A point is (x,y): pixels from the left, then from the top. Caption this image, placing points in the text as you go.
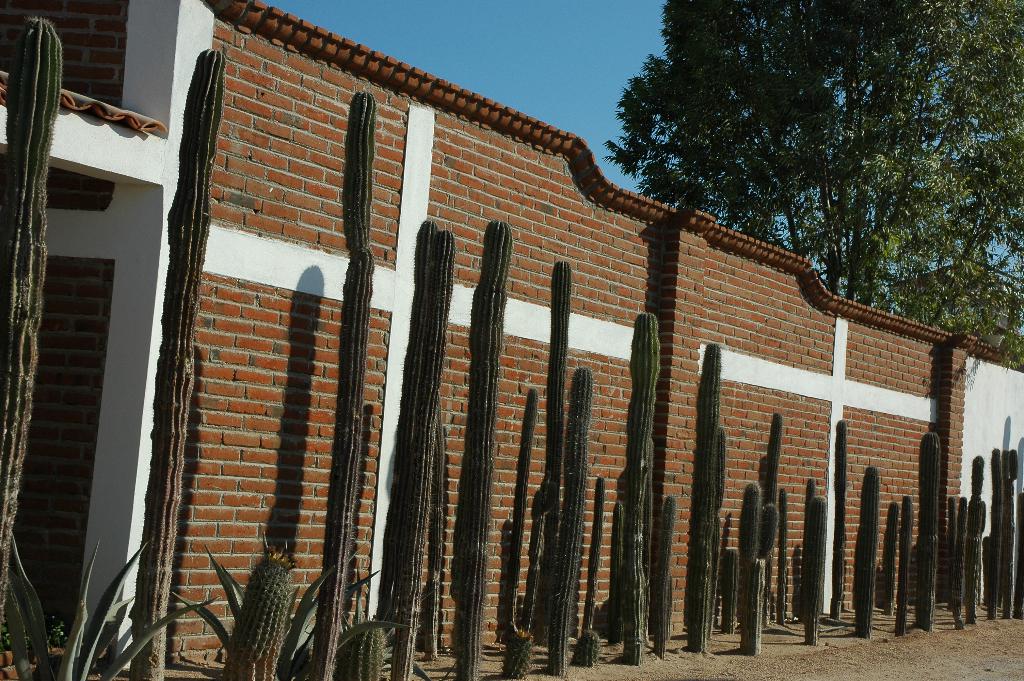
This picture is clicked outside. In the foreground (277,565) we can see the plants (319,611) and trees (868,518) of cactus (820,529). In the center (611,406) there is a building (281,101) with a red roof top (303,37) and we can see the brick wall (248,132) of the building (302,430). In the background (525,47) there is a sky (576,62) and the trees (799,203).
